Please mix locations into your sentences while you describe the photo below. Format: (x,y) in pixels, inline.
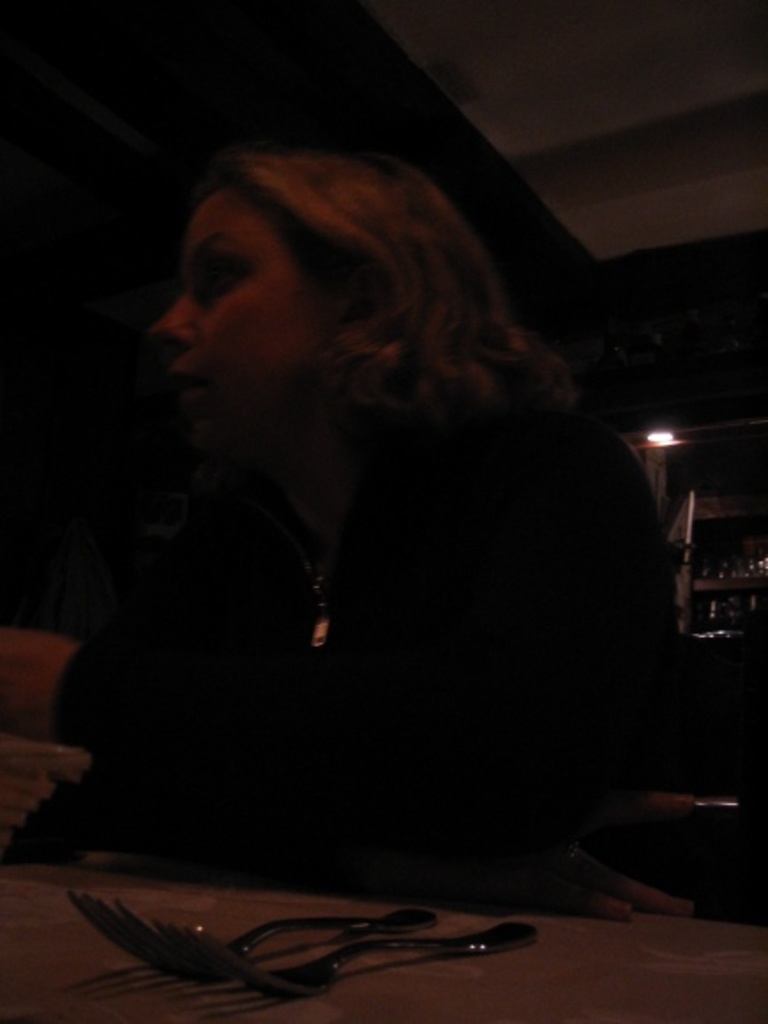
In the photograph there is a table (269,892) in front of the table (277,898), a woman (488,685) is sitting on the table (304,950) there are two forks (335,955), behind her there is a light (665,440) and some bottles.
